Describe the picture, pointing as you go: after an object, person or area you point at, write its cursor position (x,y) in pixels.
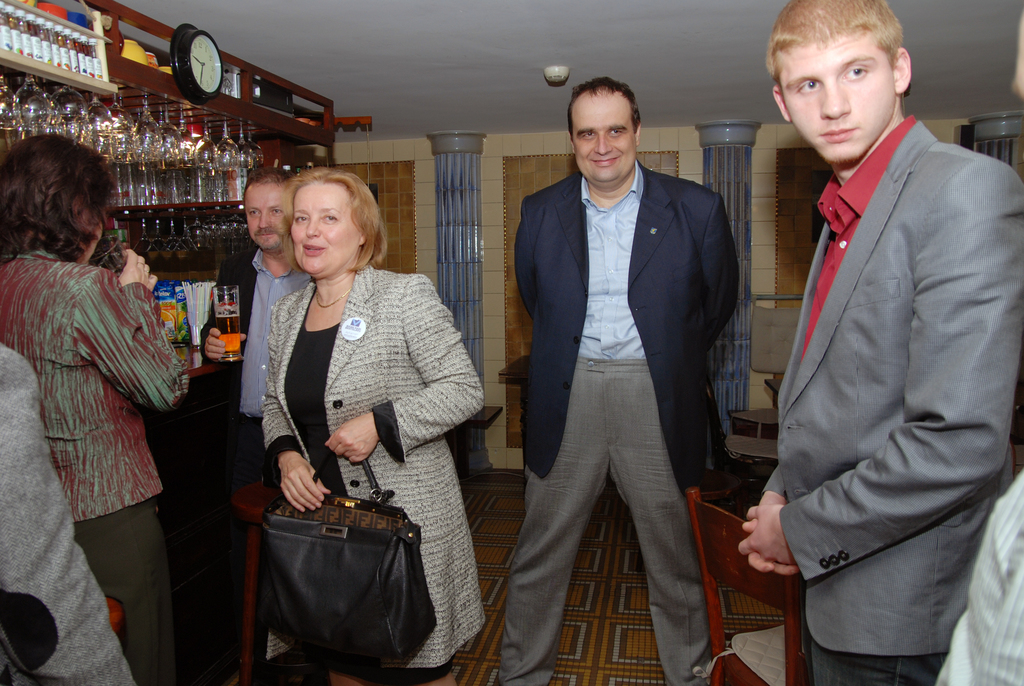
In this image we can see people (806,359), chairs (740,556), floor (620,518), bottles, glasses (203,237), clock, wall (508,189), and other objects (719,360).
